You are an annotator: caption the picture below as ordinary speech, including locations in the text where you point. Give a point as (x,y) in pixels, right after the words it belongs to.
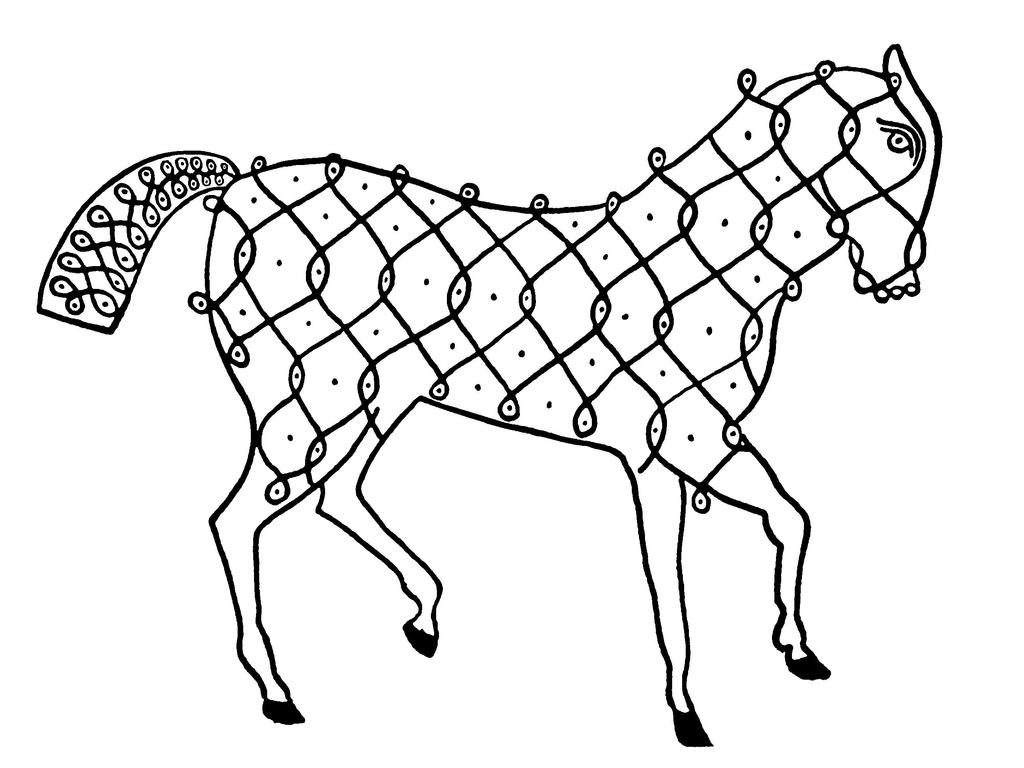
Here we can see drawing (939,126) of an animal (563,262). Background (542,86) it is white.
